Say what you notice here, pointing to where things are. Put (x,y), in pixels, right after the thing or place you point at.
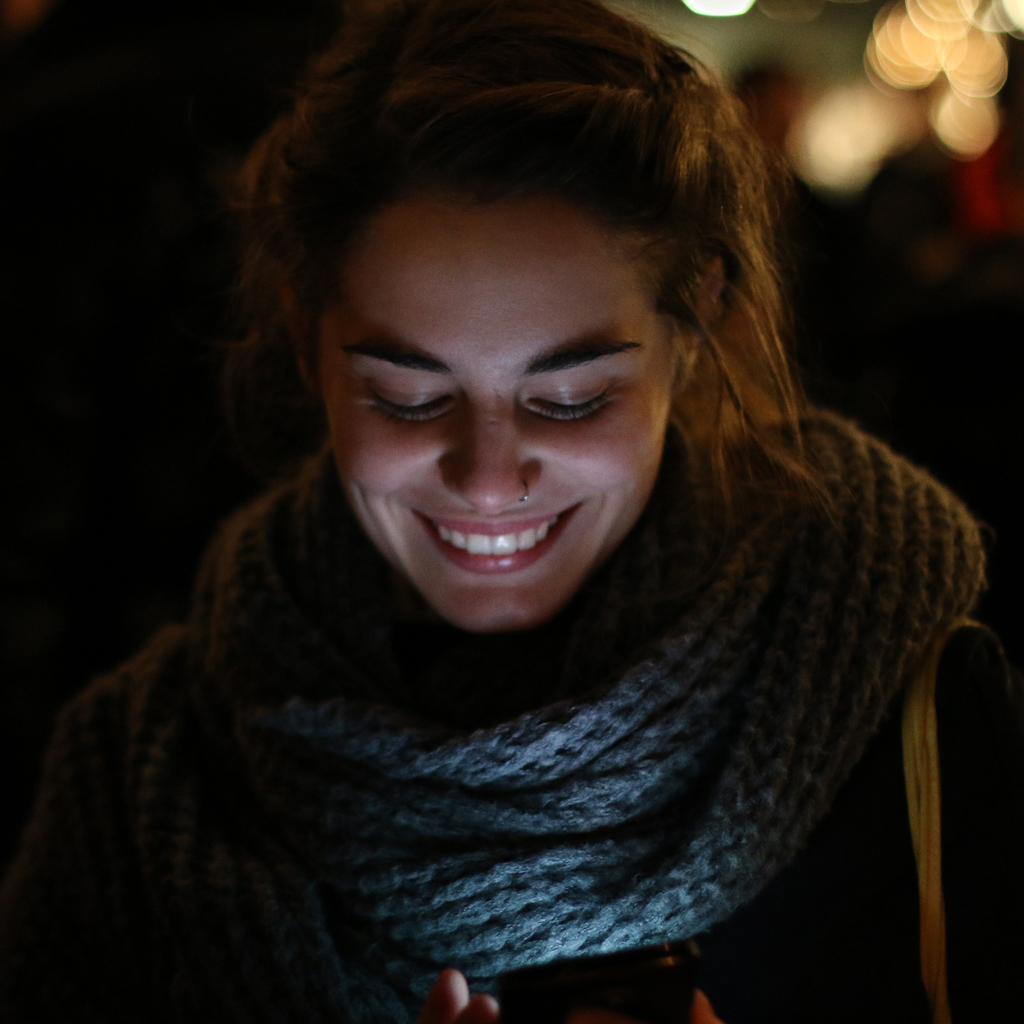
In the middle of the image (565,527) we can see a woman (536,526), she is smiling and she wore a scarf (619,774), in the background (929,54) we can see few lights (929,54).
